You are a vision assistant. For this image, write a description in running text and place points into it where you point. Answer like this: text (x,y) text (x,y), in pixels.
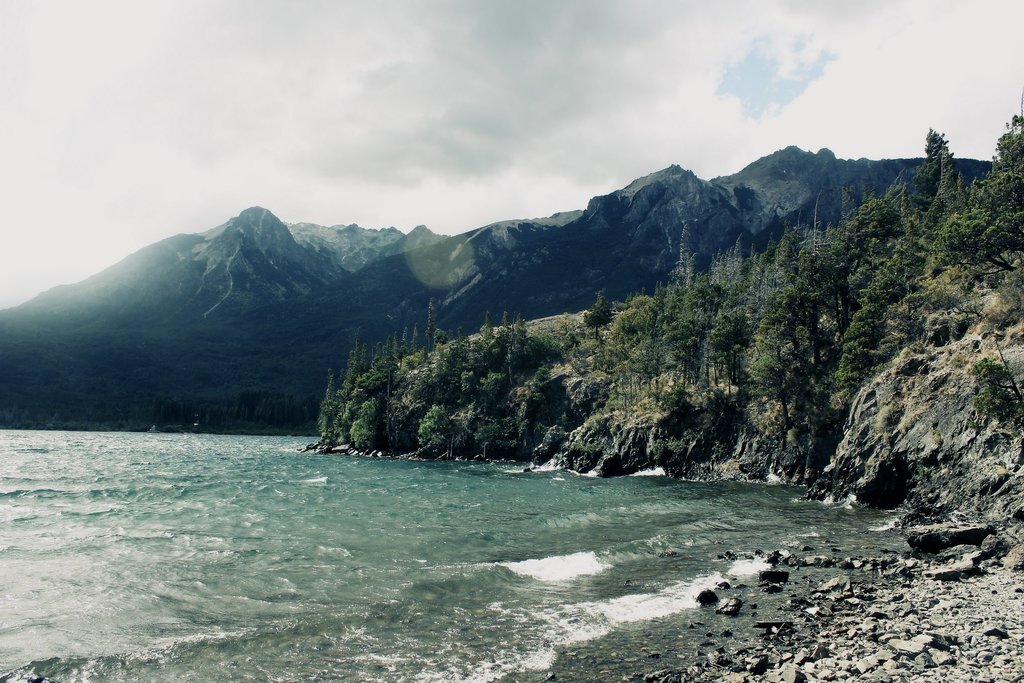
In this image, we can see some water (477,609). There are a few trees (534,361). We can see some hills (662,243) and rocks (822,647). We can see the sky (407,123) with clouds (521,205).
